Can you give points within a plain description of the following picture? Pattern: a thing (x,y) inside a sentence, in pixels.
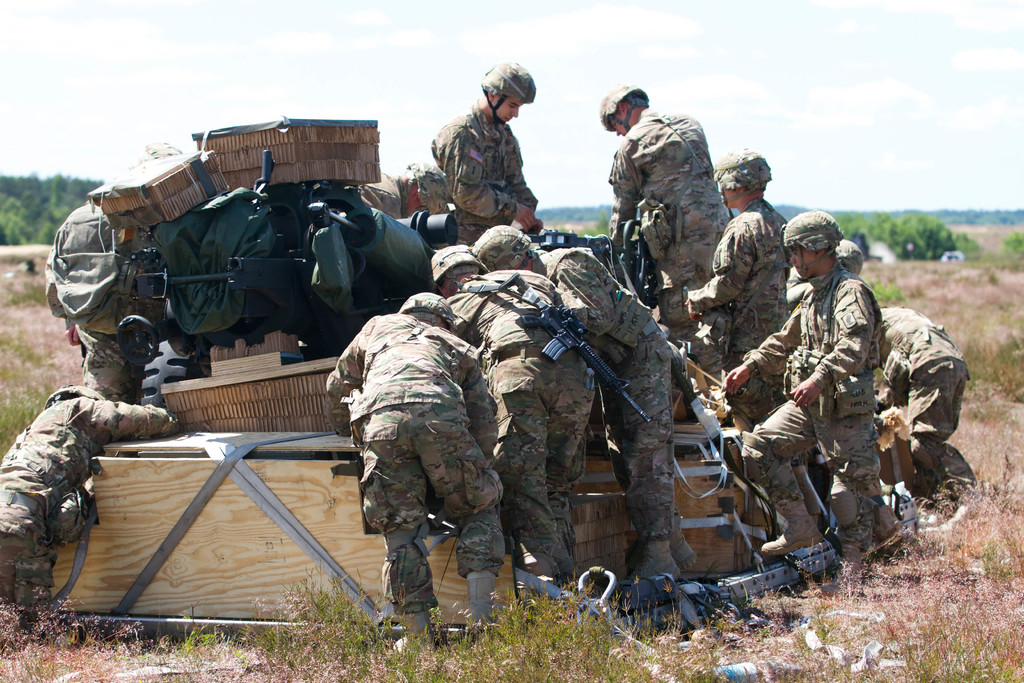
In this image we can see a group of people (530,408) standing beside a large wooden box (348,516). We can also see some scrap (630,604), grass (781,676), some wooden boxes (695,478) and some guns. On the backside (865,129) we can see some trees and the sky (852,137) which looks cloudy.
